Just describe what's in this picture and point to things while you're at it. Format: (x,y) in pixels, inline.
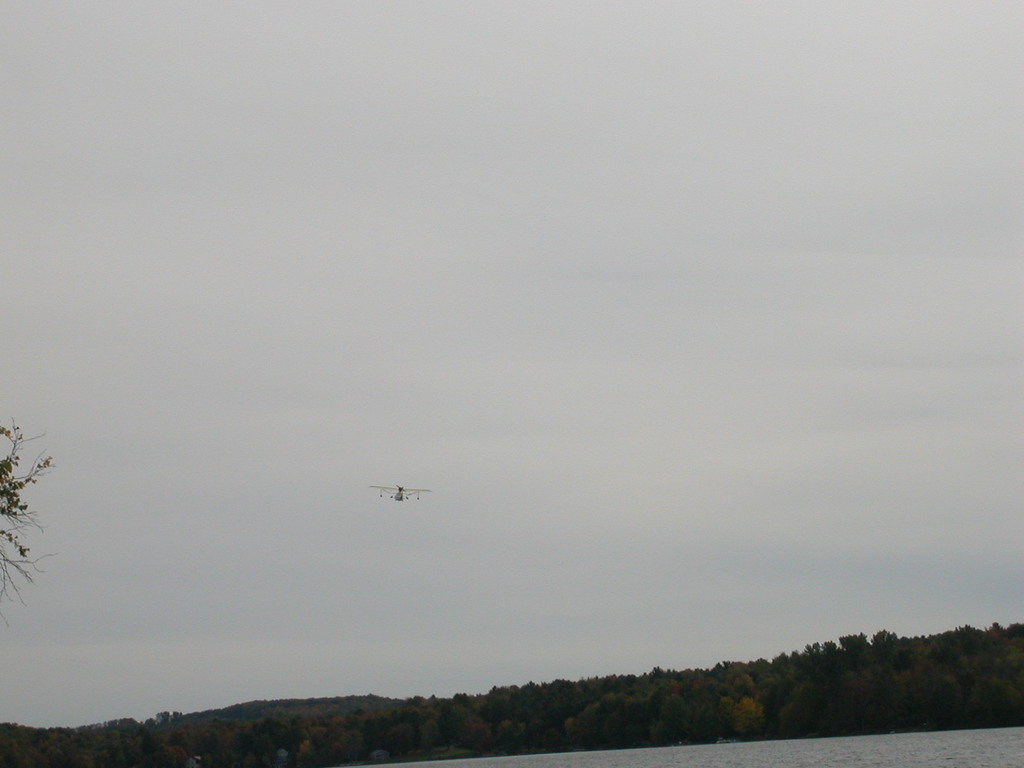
There is a plane (403,497) flying in the air (408,538) and there are trees (522,693) in the background (676,692).
